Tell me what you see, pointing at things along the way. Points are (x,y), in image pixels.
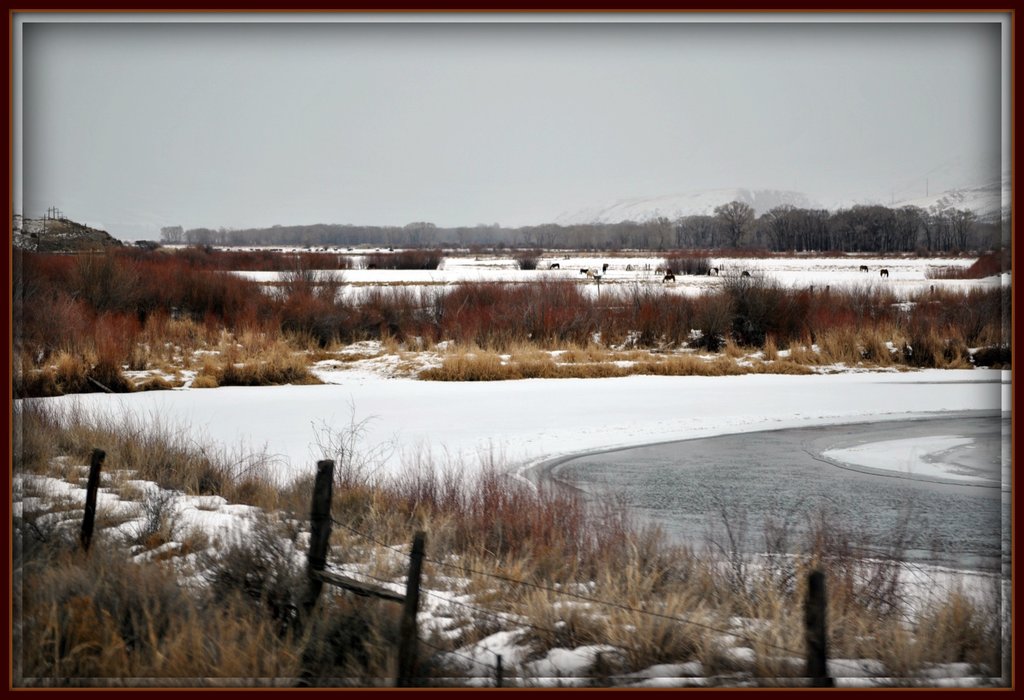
At the bottom of this image (856,571), there is a fence (809,682), there is grass (709,660) and snow (466,622). In the background (950,521), there are trees (985,232), water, animals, grass (954,274), mountains (80,240) and there are clouds (667,123) in the sky (379,146).
